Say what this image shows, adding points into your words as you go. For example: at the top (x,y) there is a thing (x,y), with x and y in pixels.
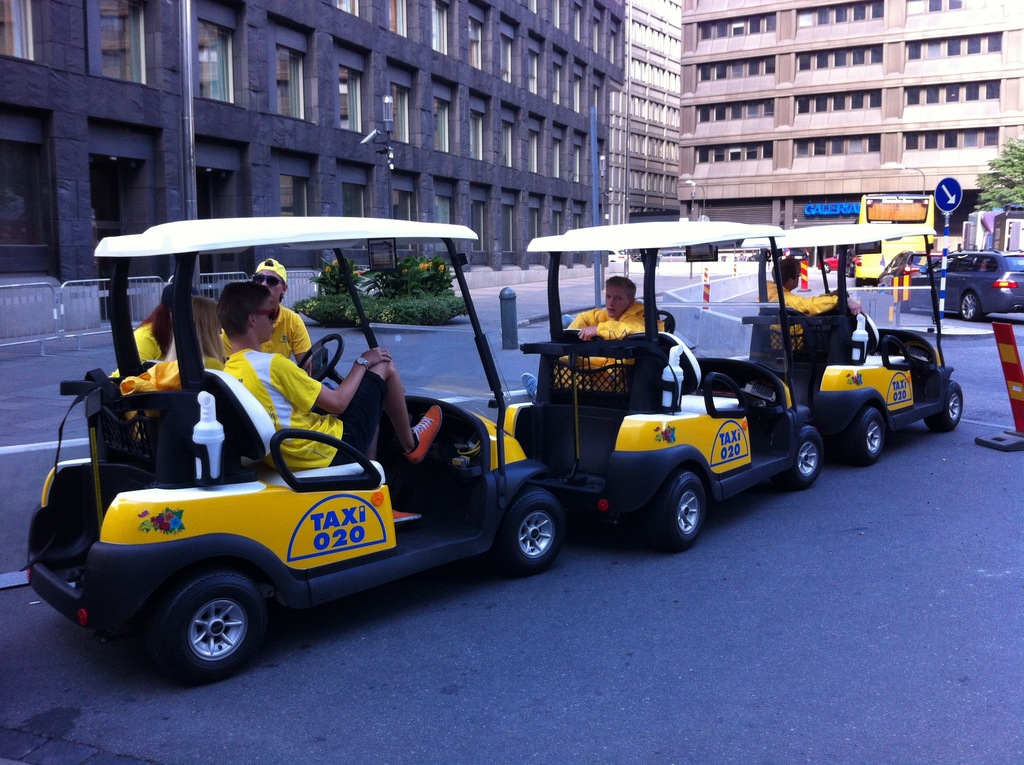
In the image we can see there are cars (649,375) parked on the road (628,615) and people (432,407) are sitting in it. Behind there are buildings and there is a tree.
